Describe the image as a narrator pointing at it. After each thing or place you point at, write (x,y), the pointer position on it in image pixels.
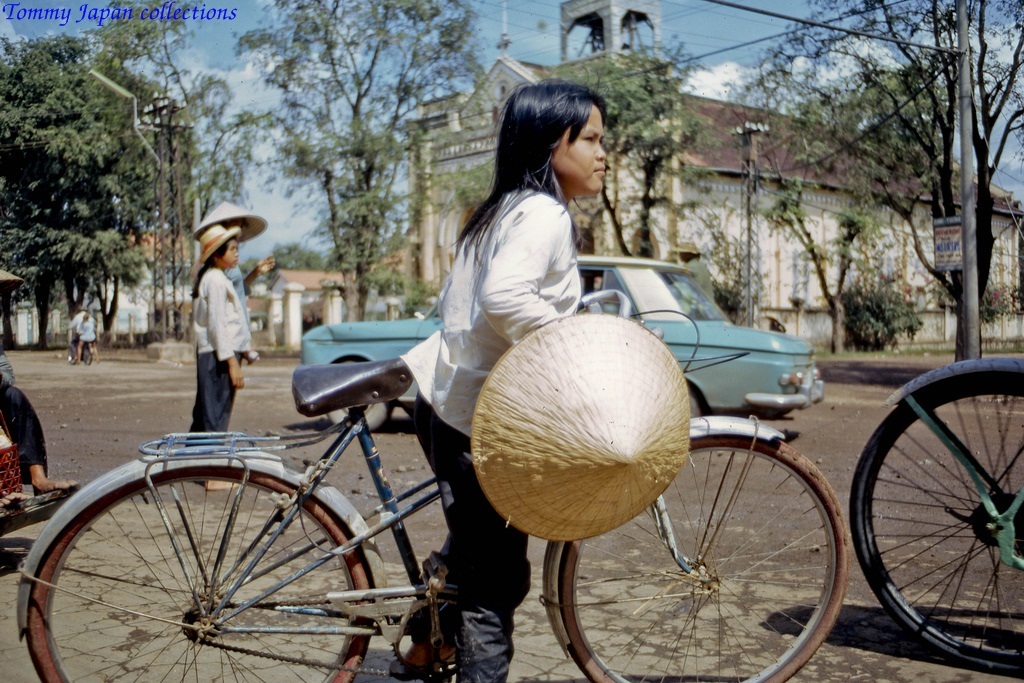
This picture is of outside on the right (939,485) there is a wheel (1003,648) of a bicycle (956,452) in the center (544,256) there is a woman (486,326) riding bicycle (362,514) behind her we can see the car (709,349) and the left there are two person (218,361) standing on the road (264,394) in the right corner (976,62) there is a pole (967,257) and the tree (917,120) in the background (701,29) we can see the sky (715,26) cable (755,11) and building (439,145).
